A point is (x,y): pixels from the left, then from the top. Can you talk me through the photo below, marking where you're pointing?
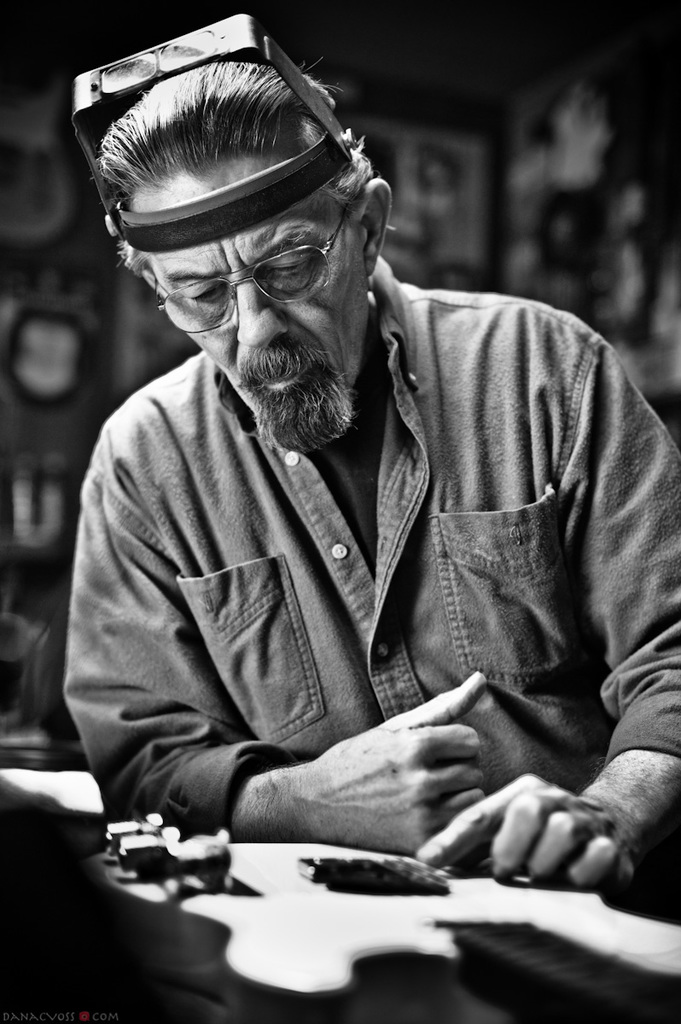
Here in this picture we can see a man (331,483) present over a place and in front of him we can see a table (192,908) with somethings (244,919) present and we can see he is wearing spectacles (279,282) and watching the things (321,906) and behind him we can see the background (129,307) is in blurry manner.
